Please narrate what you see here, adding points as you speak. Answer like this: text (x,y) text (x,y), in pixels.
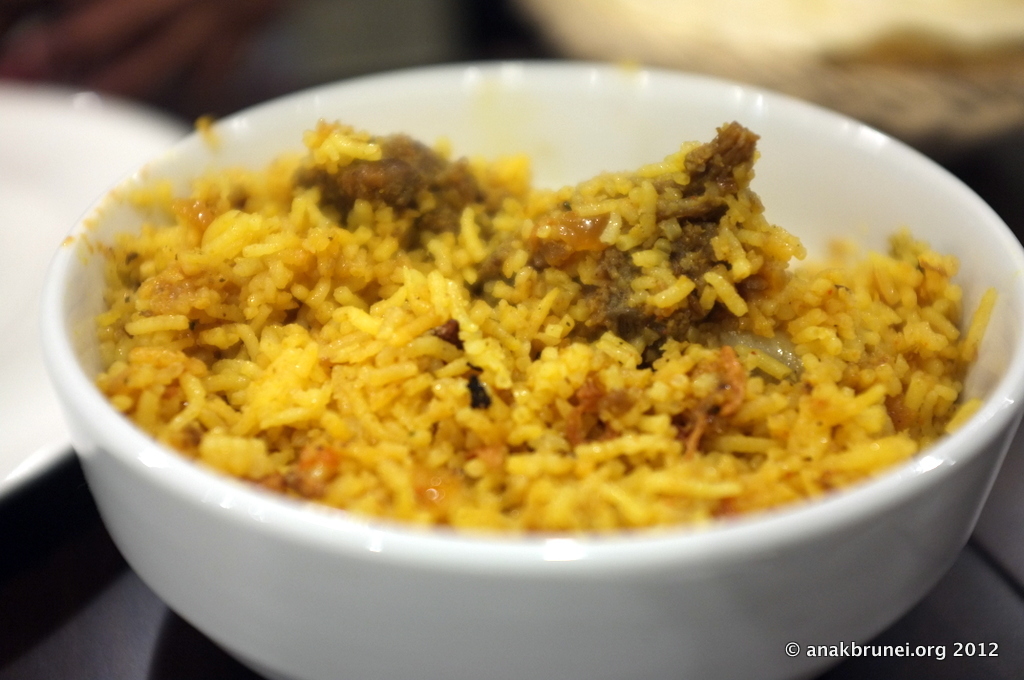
Here we can see rice (386,298) mixed with curry (447,271) in a bowl (462,642) on a platform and on the left (34,256) there is a plate (31,195). In the background (1010,110) the image is blur but we can see an object (1010,110).
